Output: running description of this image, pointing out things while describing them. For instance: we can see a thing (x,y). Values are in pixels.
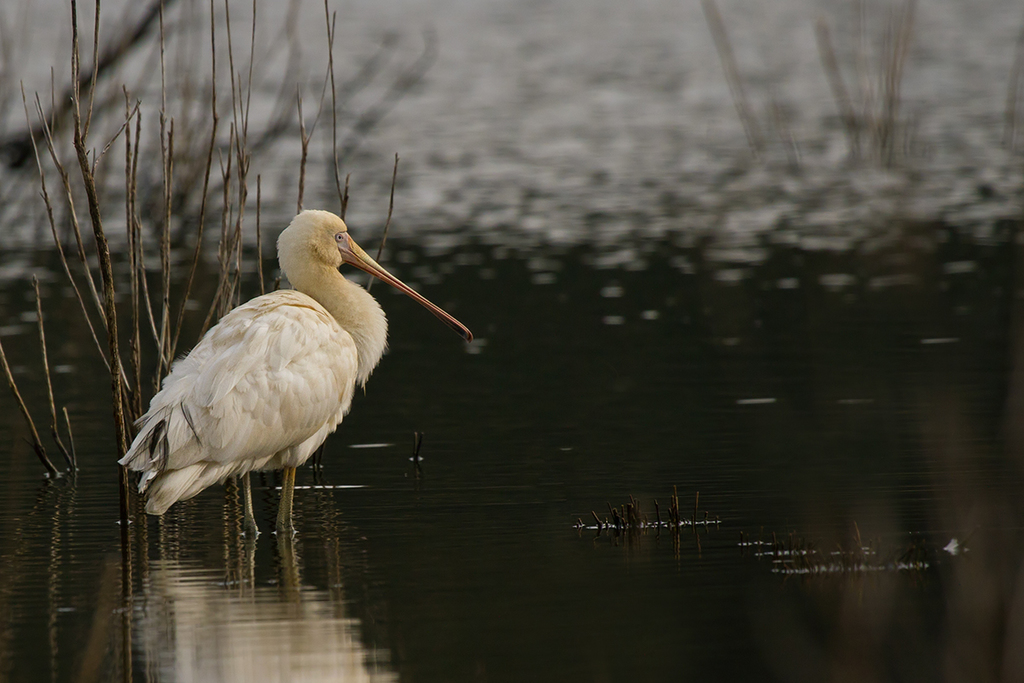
In this picture there is a white color crane (212,344) standing in the water pond (310,516). Behind there is a dry plant (92,286) and water (254,191) in the background (239,219).
